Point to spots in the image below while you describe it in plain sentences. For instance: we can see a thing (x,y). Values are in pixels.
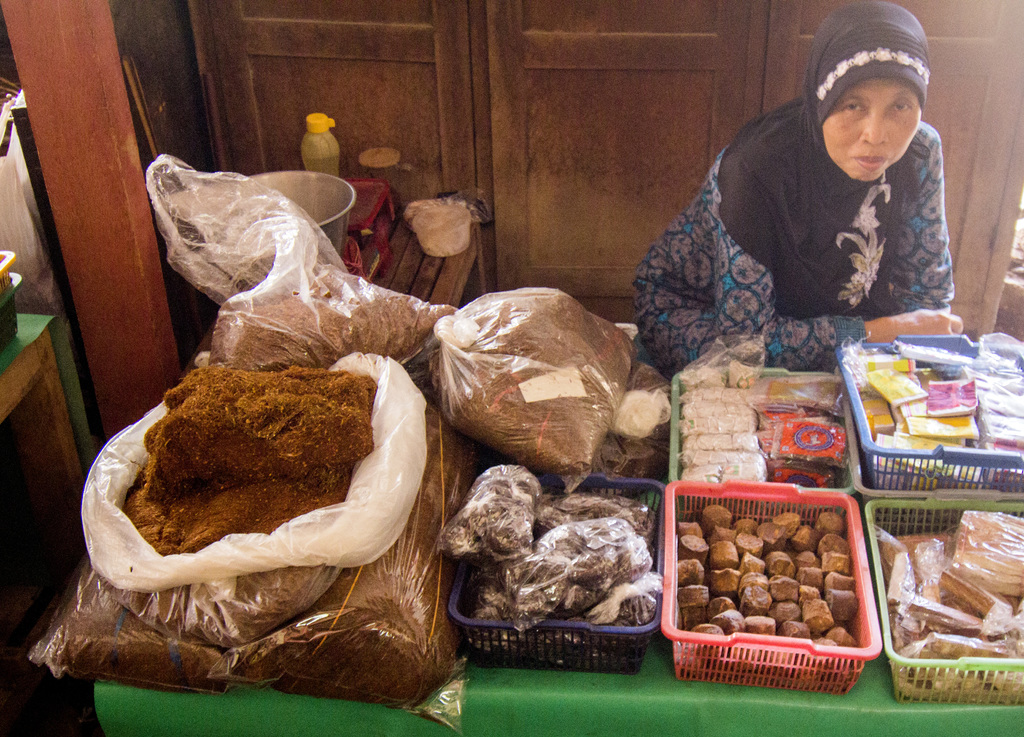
In this image we can see a woman (799,244) sitting, in front of her we can see a table (868,663), on the table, we can see some baskets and cover bags (268,246) with some objects (143,518), there are other tables (69,519) with bottle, weight machine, boxes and some other things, in the background (506,169), it looks like a cupboard (600,180).
